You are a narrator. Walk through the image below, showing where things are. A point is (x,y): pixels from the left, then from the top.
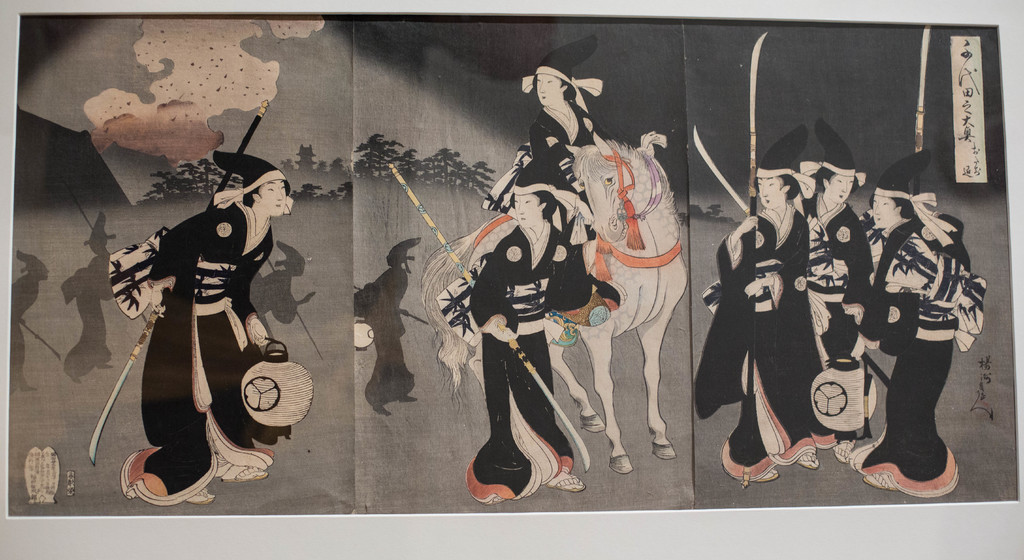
This is a painted image, in the image there are few people (540,269), a horse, few trees (454,154), sky (378,97) and some text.
